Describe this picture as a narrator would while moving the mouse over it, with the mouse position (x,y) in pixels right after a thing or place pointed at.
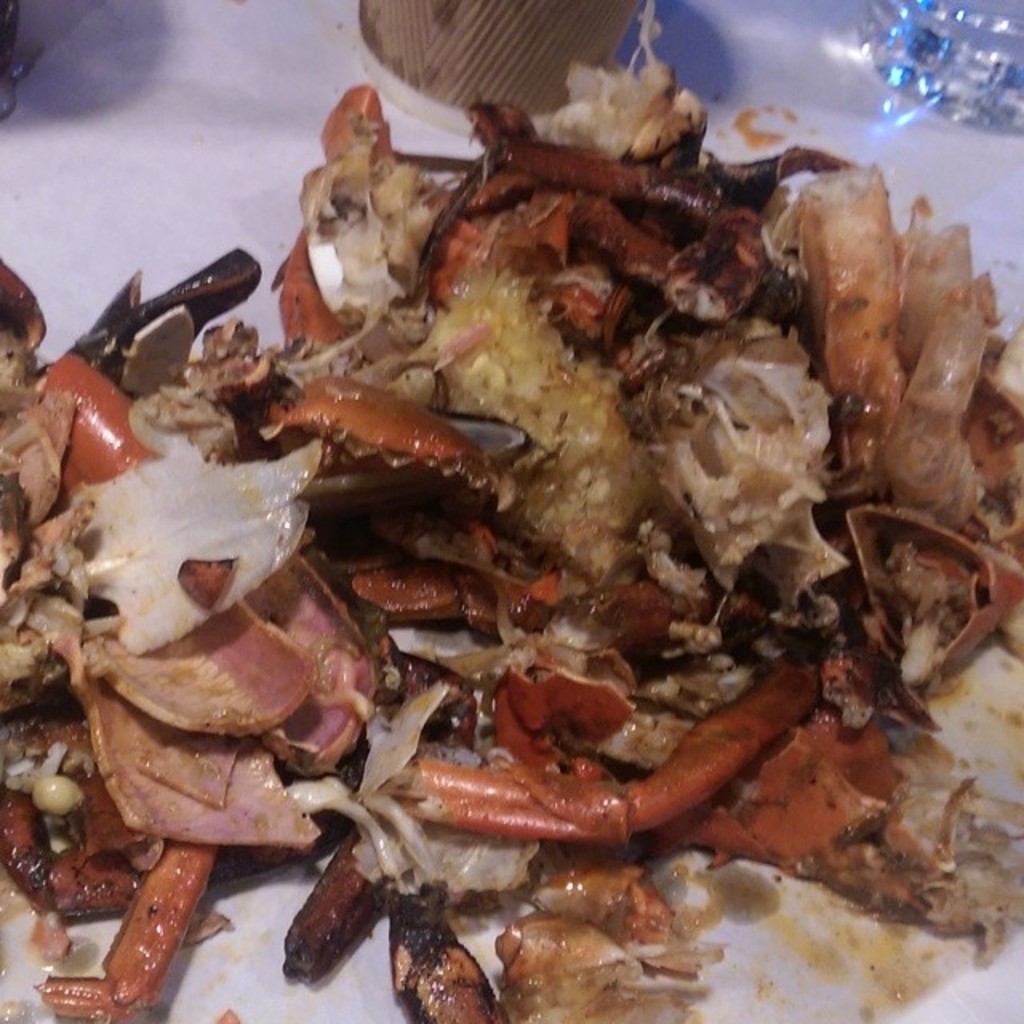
In this image we can see food (497,600) placed on the table (15,212). On the table (237,81) we can see glass (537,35).
